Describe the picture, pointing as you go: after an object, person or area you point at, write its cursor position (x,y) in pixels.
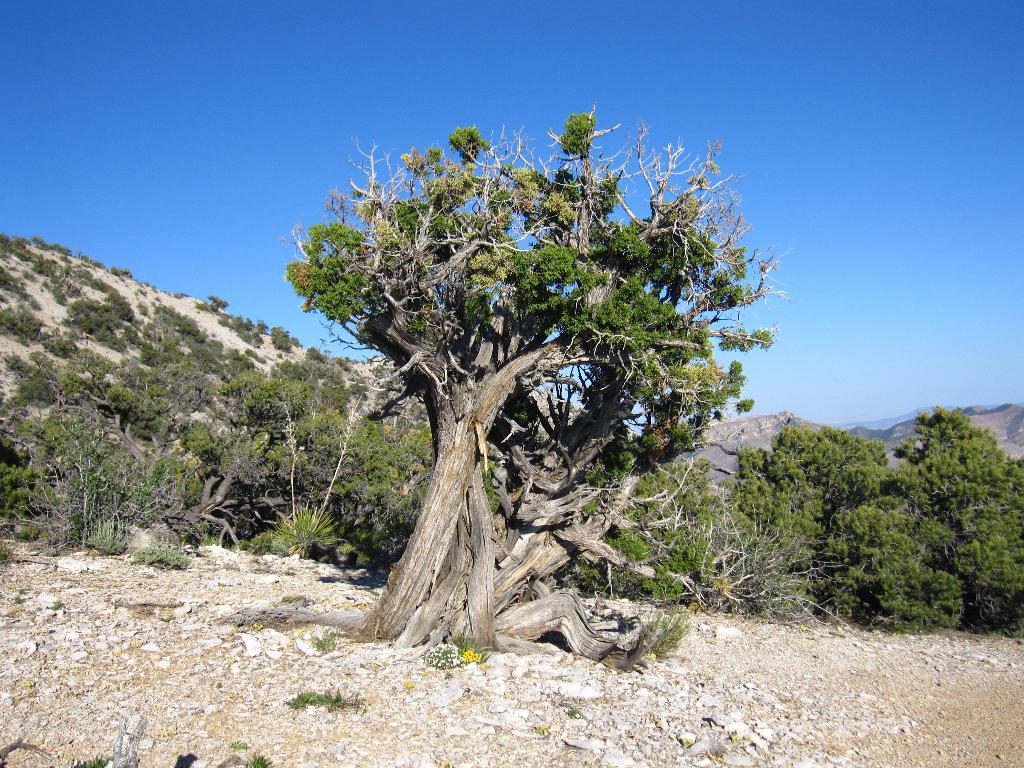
In this image we can see a few trees (573,521) on the ground (738,662) and in the background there are a few mountains (167,319) and the sky (655,98).
